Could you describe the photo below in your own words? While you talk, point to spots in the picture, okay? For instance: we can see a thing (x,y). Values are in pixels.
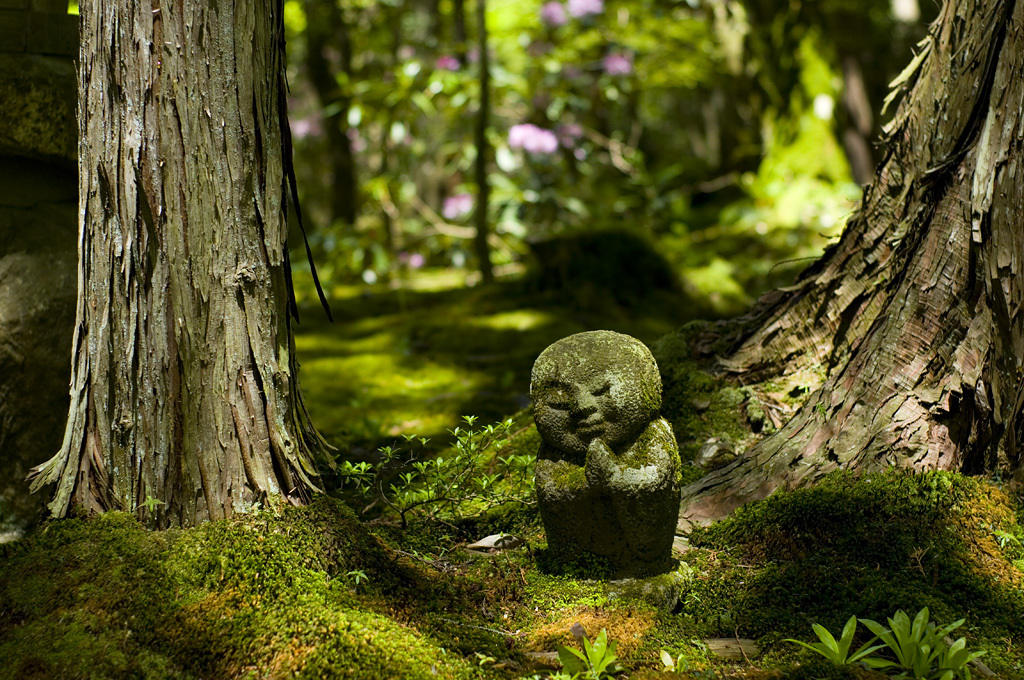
This picture shows trees (750,126) and we see a carved stone (626,403) and grass (354,409) on the ground (894,476).
